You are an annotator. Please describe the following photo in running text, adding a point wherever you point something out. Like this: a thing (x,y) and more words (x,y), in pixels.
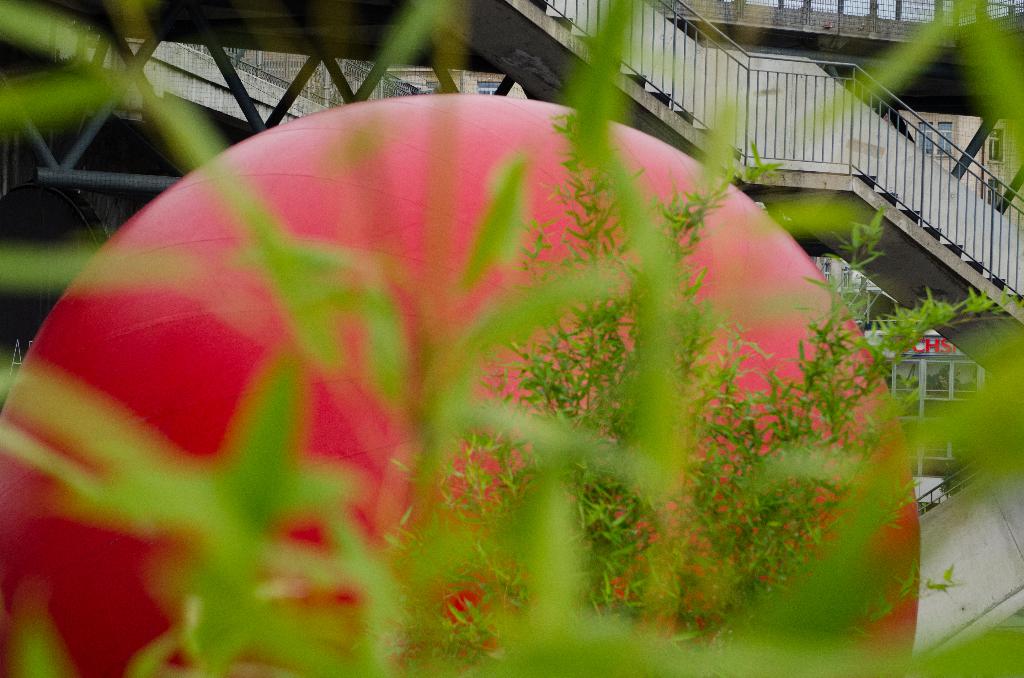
In this picture there is a big red balloon (778,415) near to the plant (618,572). On the right (804,8) we can see stairs (914,209) and fencing (736,46). In the top right corner (869,47) there is a bridge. In the background (953,119) we can see the buildings (938,123). At the bottom (477,627) we can see the grass (540,643).
